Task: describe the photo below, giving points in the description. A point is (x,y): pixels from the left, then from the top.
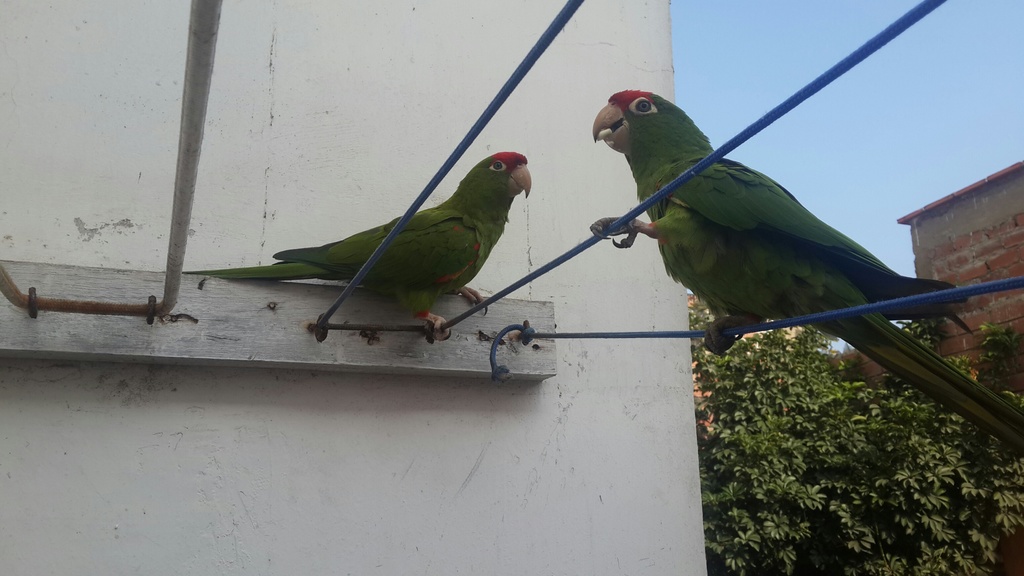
In this image we can see a clear sky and a plant (830,455). There are two parrots (883,361) are there. There are houses (933,230) are visible.
